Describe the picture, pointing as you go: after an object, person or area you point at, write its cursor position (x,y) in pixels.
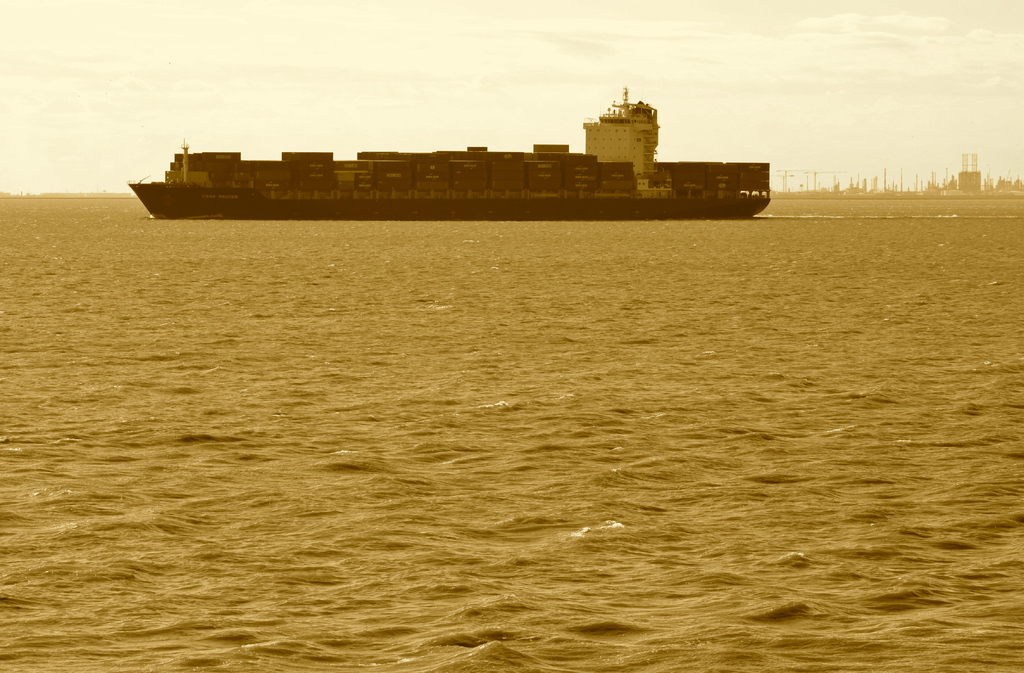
At the top of this image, there is a ship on the water (717,221). In the background (979,178), there are buildings (934,178) on the ground (964,193). And there are clouds (261,56) in the sky (261,56).
